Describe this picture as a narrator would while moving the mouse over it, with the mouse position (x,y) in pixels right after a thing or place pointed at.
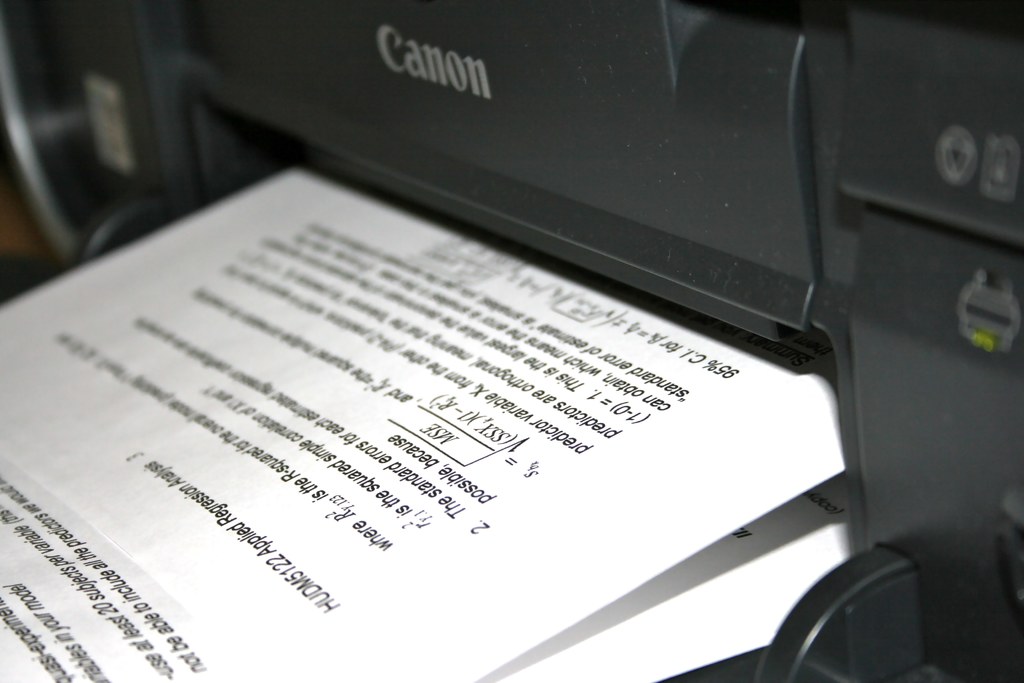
In this picture we can see a printing machine (971,109) and papers (374,545). In the papers (521,453) we can see the text (479,360).
